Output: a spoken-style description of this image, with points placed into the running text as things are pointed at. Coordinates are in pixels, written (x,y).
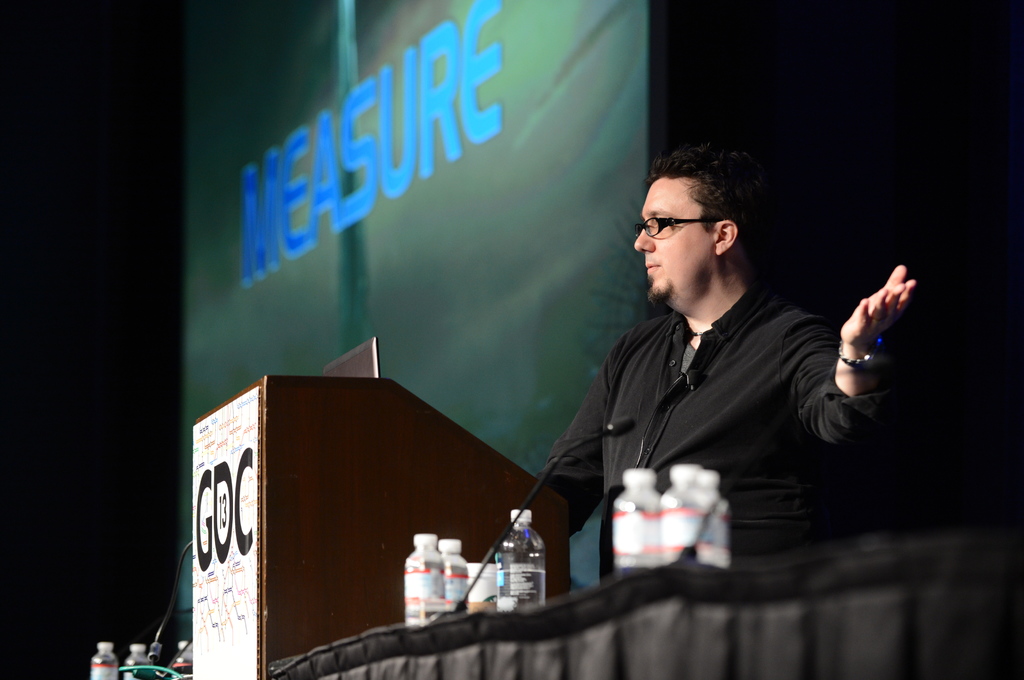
In this image, we can see a person (735,212) wearing spectacles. We can see some cloth (272,679) and some bottles (508,566). We can also see the podium (533,507) and a microphone (553,462). We can see some boards (223,646) with text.
